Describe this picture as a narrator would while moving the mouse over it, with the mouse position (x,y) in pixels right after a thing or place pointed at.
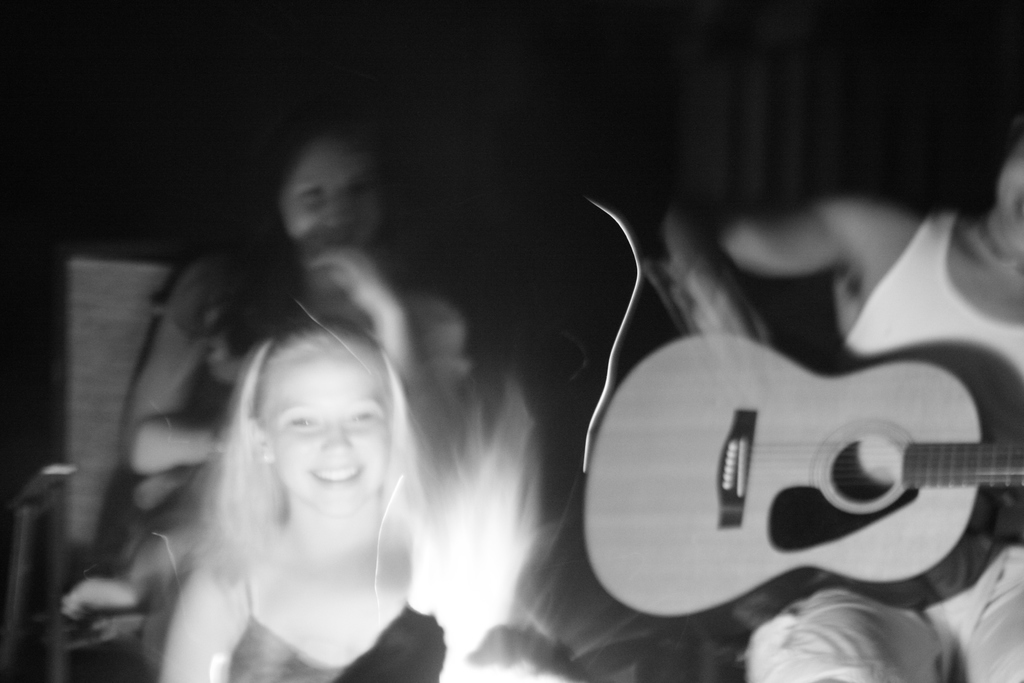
In this image i can see few persons (308,481) sitting and to the right of the image (907,301) i can see a person (948,333) sitting on a chair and holding a guitar (834,537), and i can see a dark background (215,47).
